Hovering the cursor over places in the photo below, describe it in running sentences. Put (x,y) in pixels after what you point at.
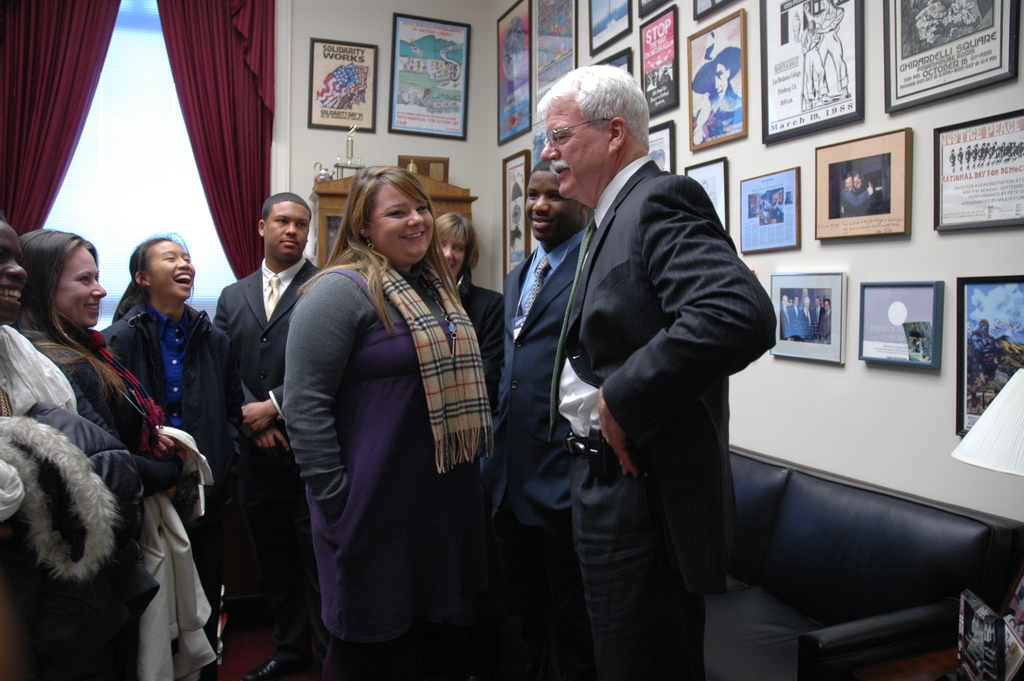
In this image in front (10,260) there are people (324,550) standing on the floor (262,655) by wearing a smile on their faces (72,300). Behind them there is a sofa (809,515). Beside the sofa (848,536) there is a table (887,675) and on top of it there are photo frames (967,623). Behind the sofa (852,502) there's a wall (858,459) with the photo frames (902,305) on it. In front of the wall (476,100) there is a wooden table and on top of it there are few objects (399,157). Beside the wall (389,144) there is a window (170,91) and we can see curtains (211,114).
